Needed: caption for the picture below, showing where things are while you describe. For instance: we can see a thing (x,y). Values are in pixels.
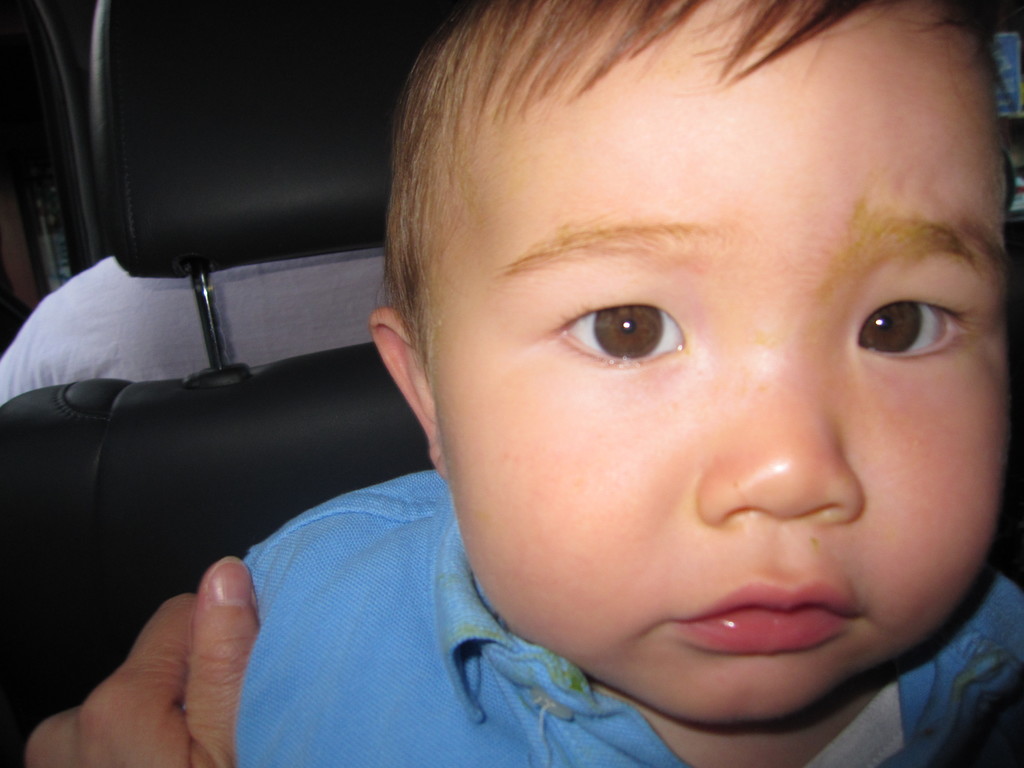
In this image a boy (555,554) wearing a blue shirt (470,634). A person (194,646) is holding the boy (360,711) in his hand (206,738). Behind the boy (508,690) there is a chair (74,428) having a person (185,316) sitting in it.
